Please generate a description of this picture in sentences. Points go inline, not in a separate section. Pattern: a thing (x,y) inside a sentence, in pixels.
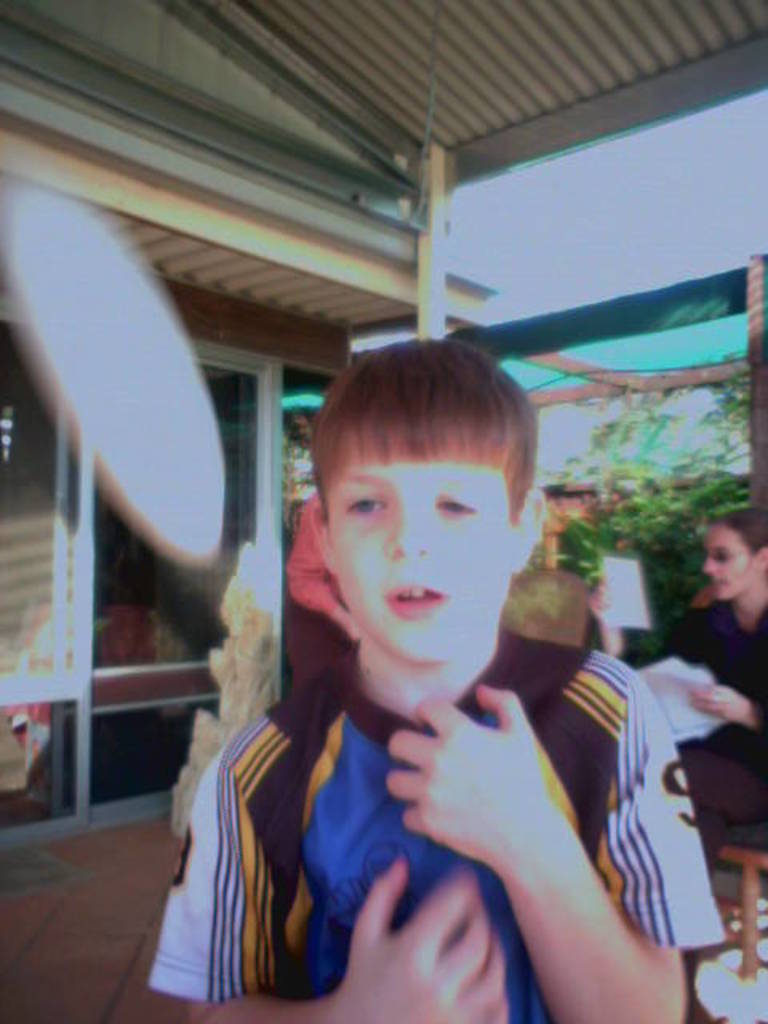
In the center of the image (398,483) there is a boy (464,747) standing. In the background (583,583) there are trees (623,479), persons (592,591), buildings (446,316) and sky (526,250).
